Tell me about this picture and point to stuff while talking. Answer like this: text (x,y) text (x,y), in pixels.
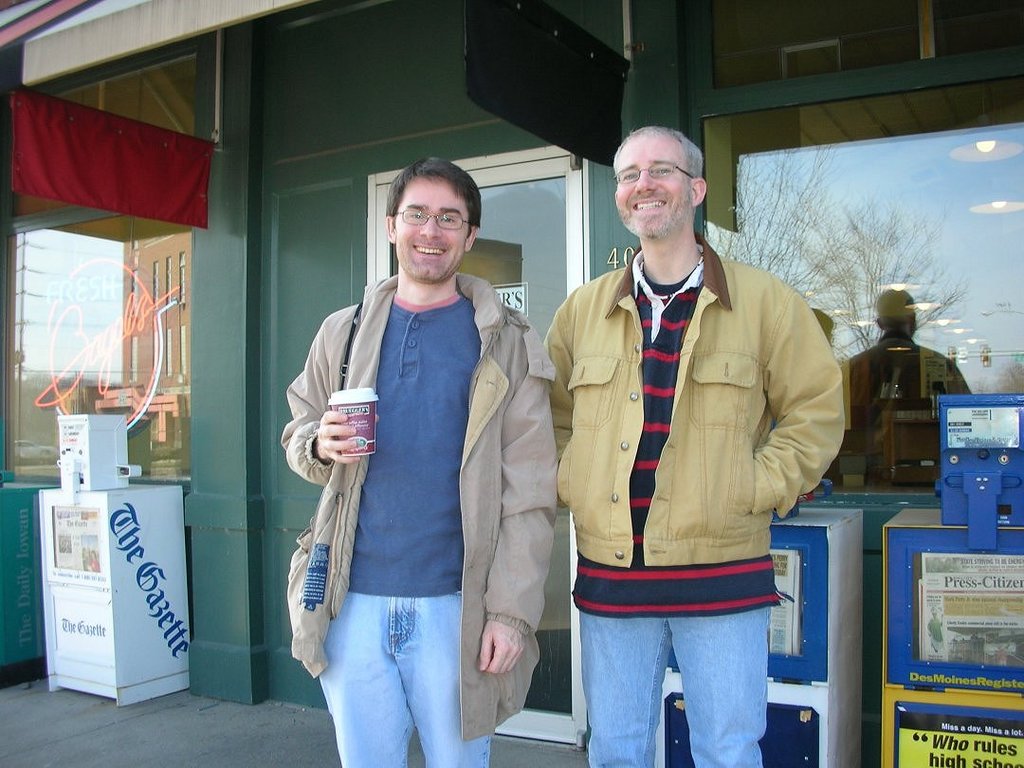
In the center of the image (608,491) we can see two persons (594,512) are standing and they are smiling and they are wearing glasses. Among them, we can see one person (472,402) is holding some object (348,449). In the background (252,184) there is a wall (360,73), cloth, glass (910,262), newspaper dispensers (1007,511) and a few other objects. And we can see some text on the glass (896,257) and on the newspaper dispensers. And we can see a person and some objects reflection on the glass (146,444).
